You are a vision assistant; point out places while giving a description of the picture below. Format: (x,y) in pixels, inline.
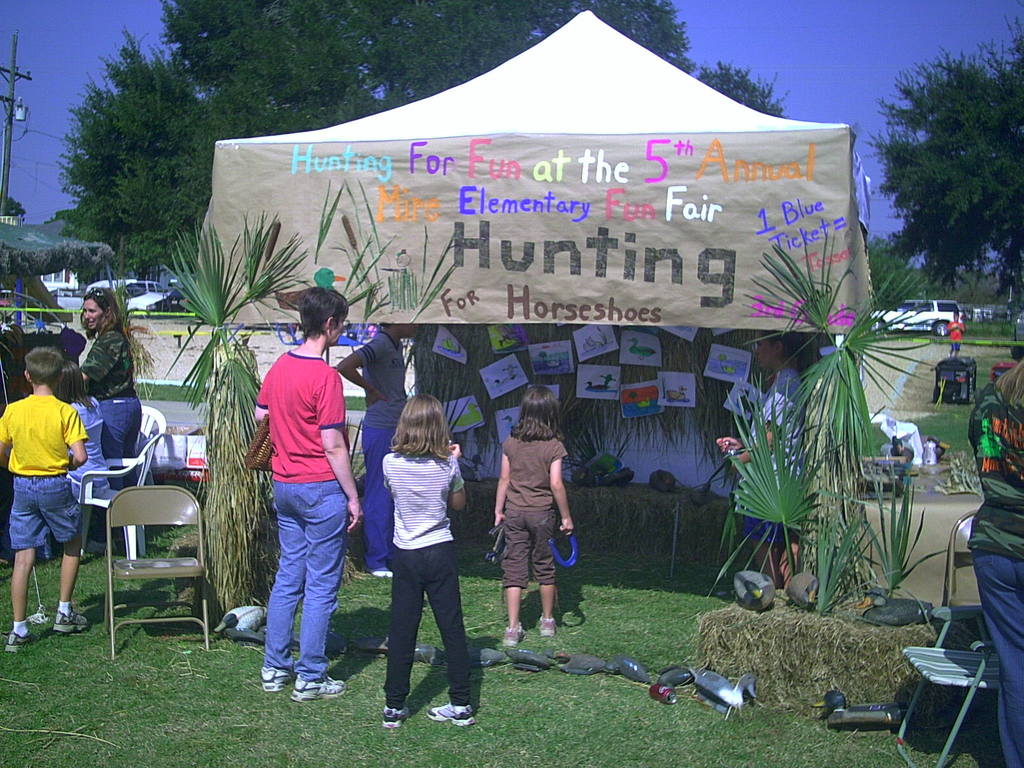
This picture is clicked outside. In the foreground (526,735) we can see the green grass (154,629), chairs (949,554), group of persons (400,515) and there are some objects (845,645) lying on the ground (618,634) and we can see the green leaves (767,455) and we can see the text (594,172) and some numbers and some pictures (396,293) on the tent (426,132) and we can see the posters (564,358) containing pictures (690,379) of some objects (684,394) and many other object (912,424). In the background (841,59) we can see the sky (841,59), trees (172,94), vehicles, pole (6,78) and many other objects (960,374).
